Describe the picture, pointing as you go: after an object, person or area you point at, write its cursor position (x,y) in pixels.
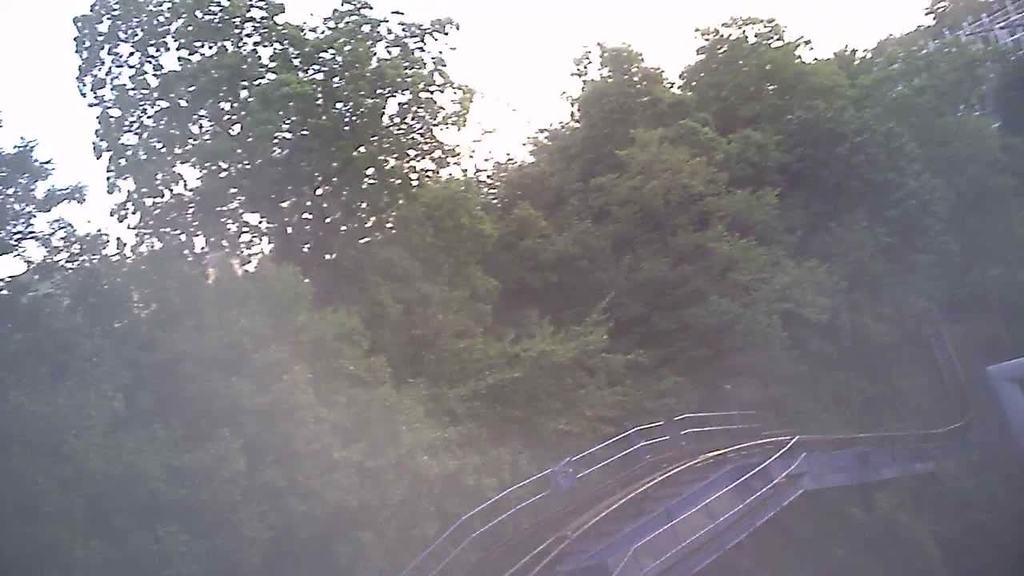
In this image we can see many trees (709,258). We can also see the bridge (680,476). Sky (530,24) is also visible.
